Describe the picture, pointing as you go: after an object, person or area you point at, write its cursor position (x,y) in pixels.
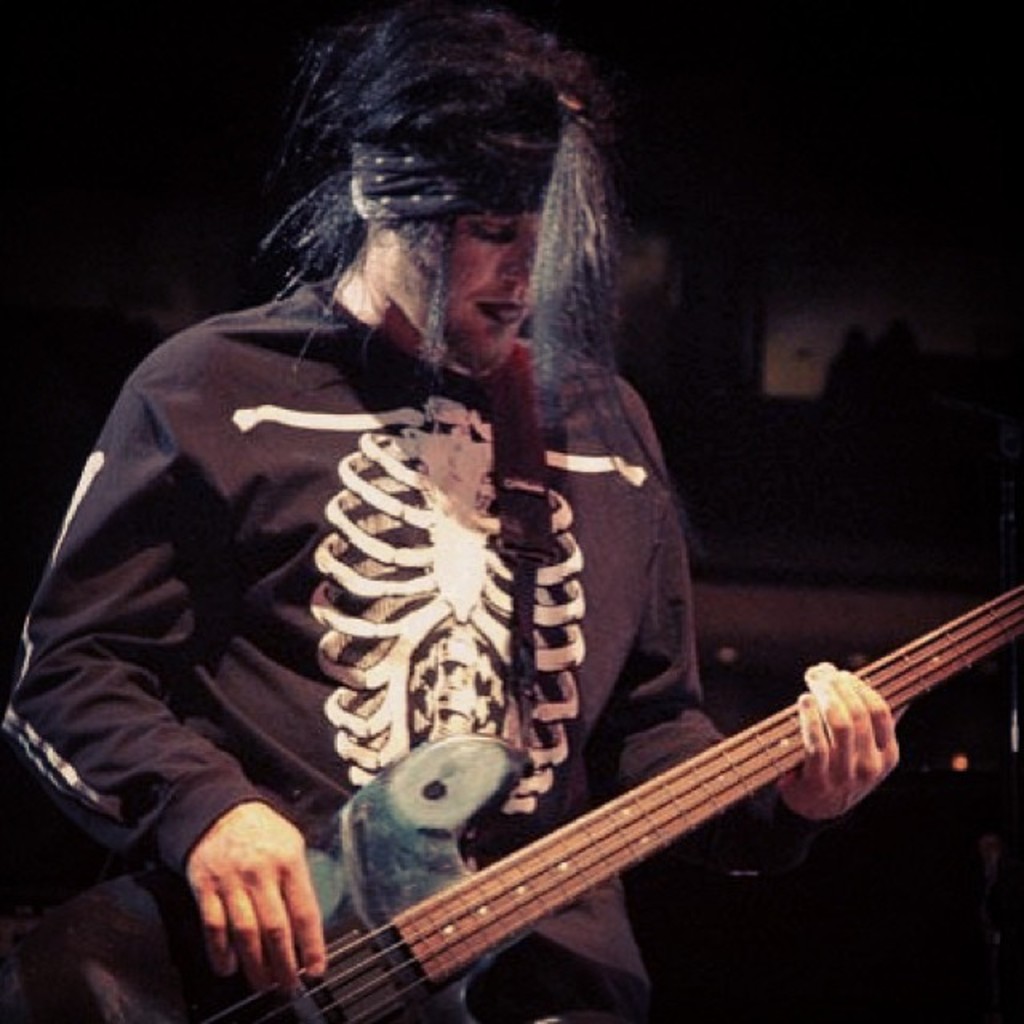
In this image, In the middle (649,682) there is a man (646,676) standing and he is holding a music instrument (587,881) which is in blue color.
